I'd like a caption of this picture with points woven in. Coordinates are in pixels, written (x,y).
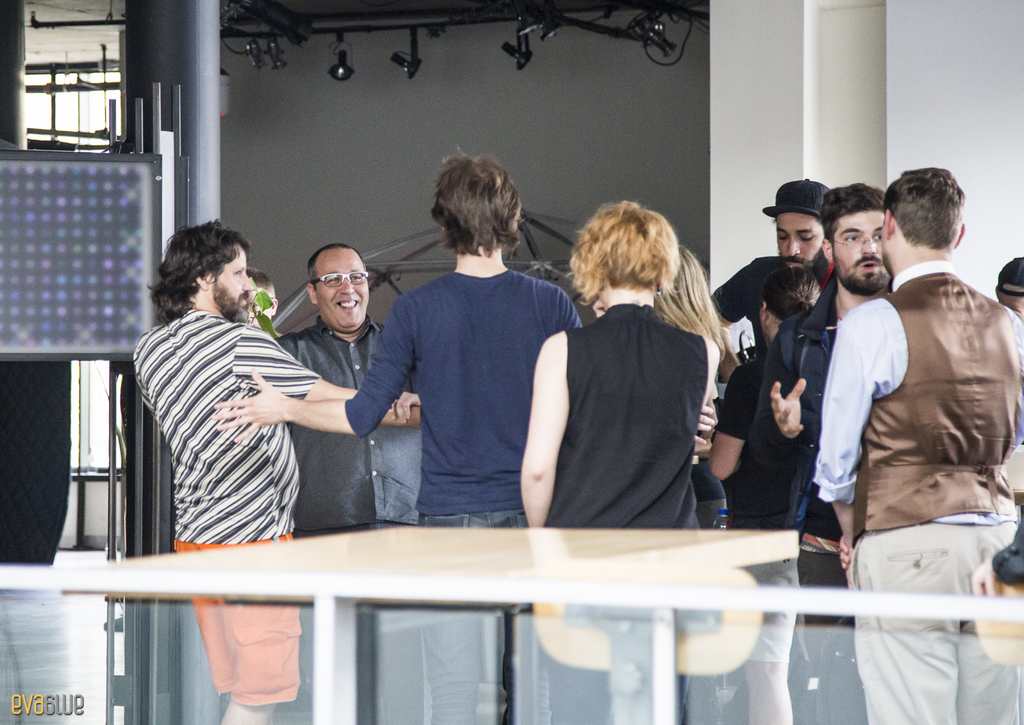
This image is taken indoors. In the background (296,195) there is a wall (389,163) and there are a few lights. There are a few objects (61,339). In the middle of the image (456,362) a few people (347,350) are standing on the floor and there is a table (479,550).
